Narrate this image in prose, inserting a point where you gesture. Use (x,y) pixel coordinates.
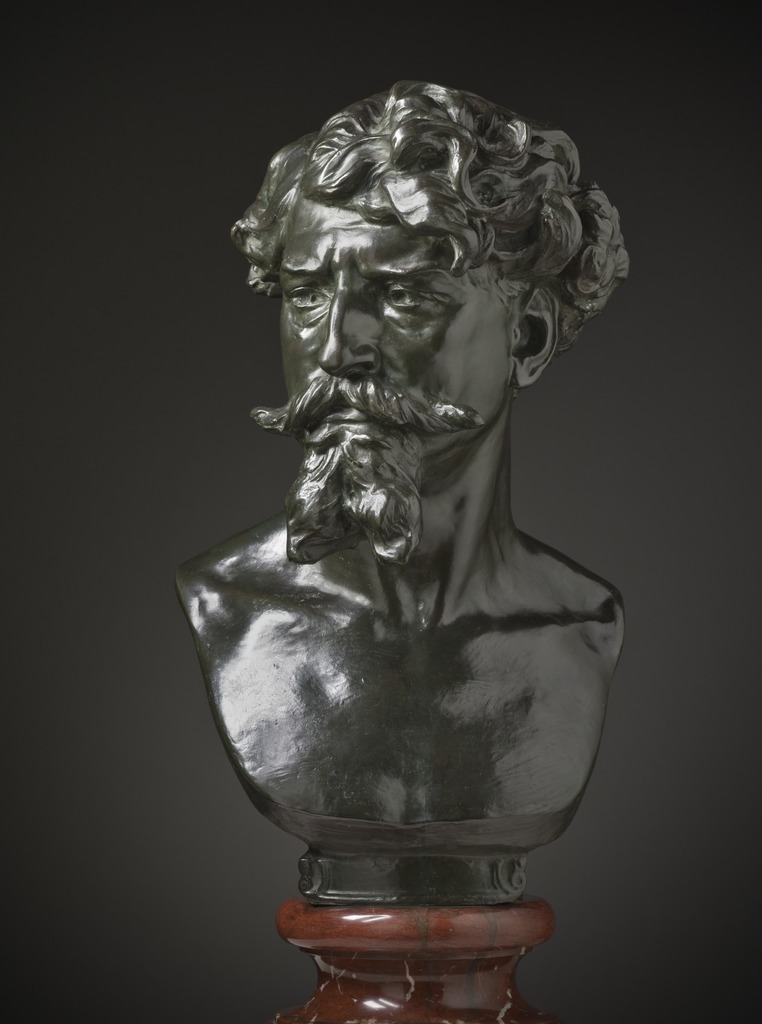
In this picture, we see the portrait (415,400) of the man (496,563). It is placed on the brown color object (378,972) which looks like a pot (330,955). In the background (96,393), it is black in color.
